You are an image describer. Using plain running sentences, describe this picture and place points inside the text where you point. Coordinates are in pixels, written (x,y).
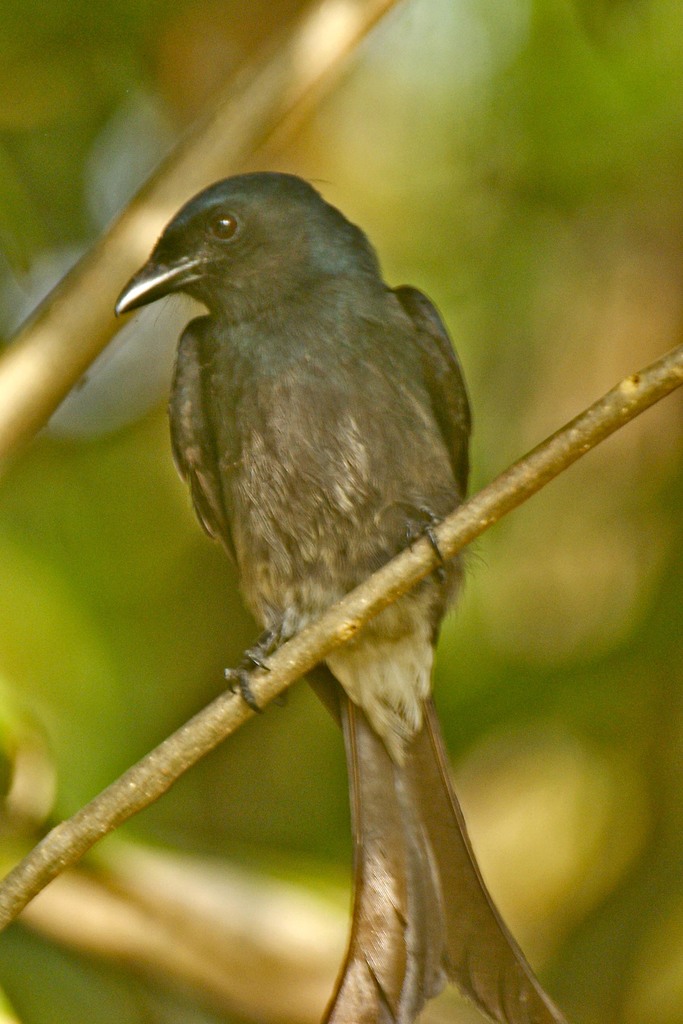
In this image there is a bird (310,451) on the stem (331,638).
